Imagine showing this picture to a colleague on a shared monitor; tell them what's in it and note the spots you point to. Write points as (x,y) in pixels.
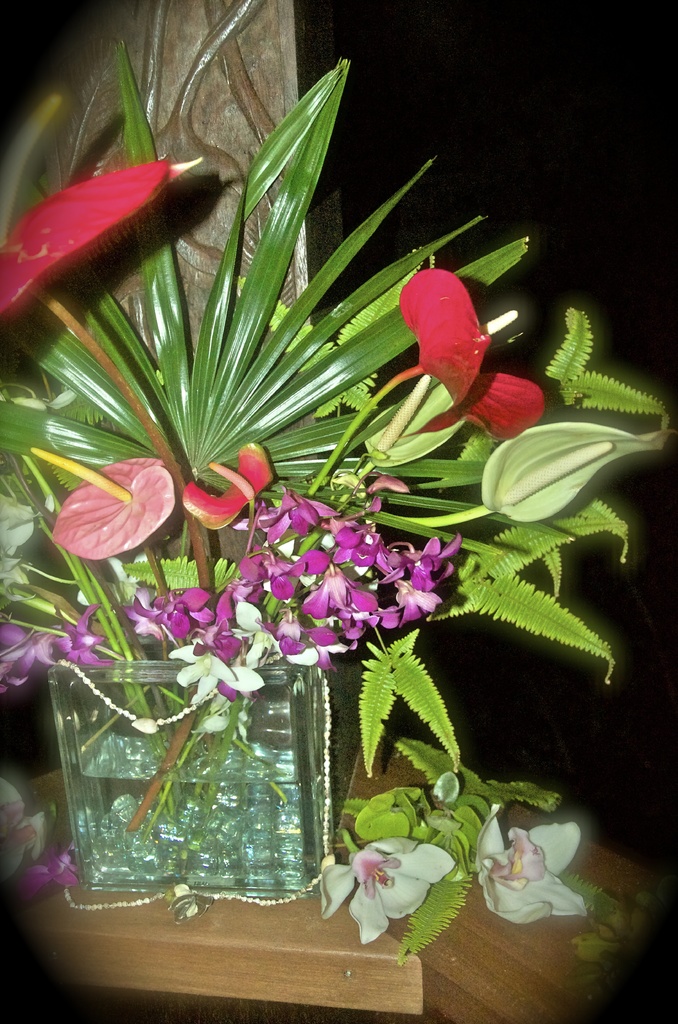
In this image, we can see some plants (138,587) in a container (263,818). We can also see some flowers (425,816) on the wooden surface (575,924). We can also see an object (162,11) at the back (64,60). We can also see the dark background (456,135).
